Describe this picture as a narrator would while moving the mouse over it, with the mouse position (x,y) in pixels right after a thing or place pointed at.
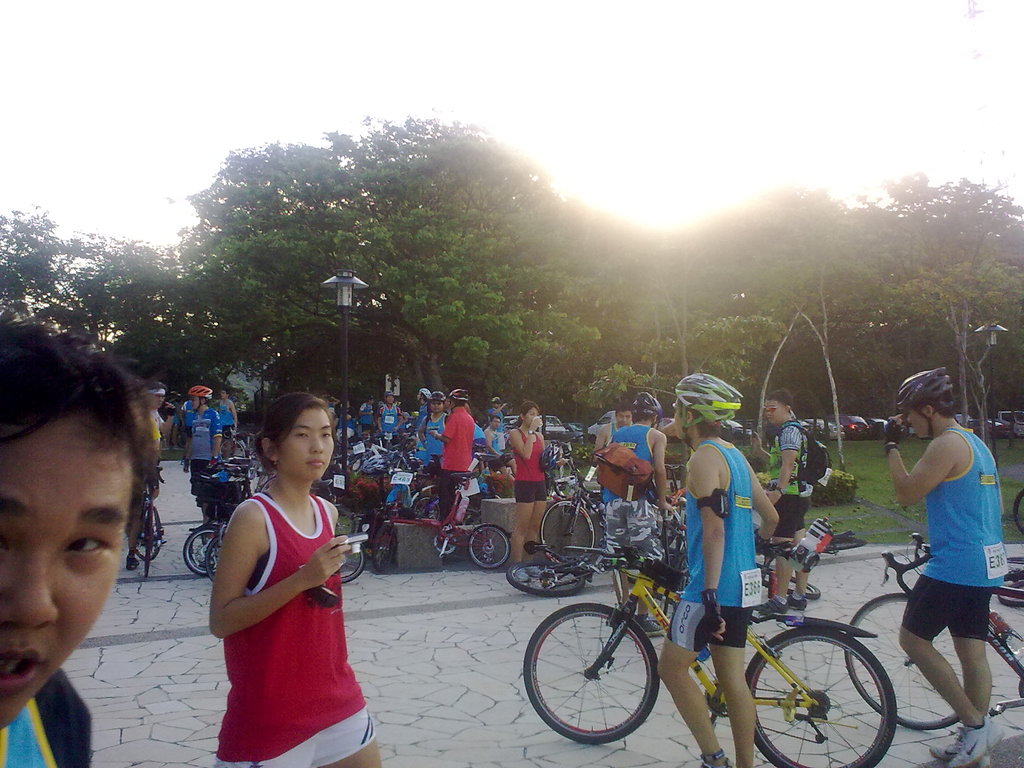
Here there are many people (529,469) standing and there are many bicycles (649,641). There is a lady (292,661) with red top (310,660). And a floor (431,713). There is a lamp pole (342,412). There are many trees (805,294).
